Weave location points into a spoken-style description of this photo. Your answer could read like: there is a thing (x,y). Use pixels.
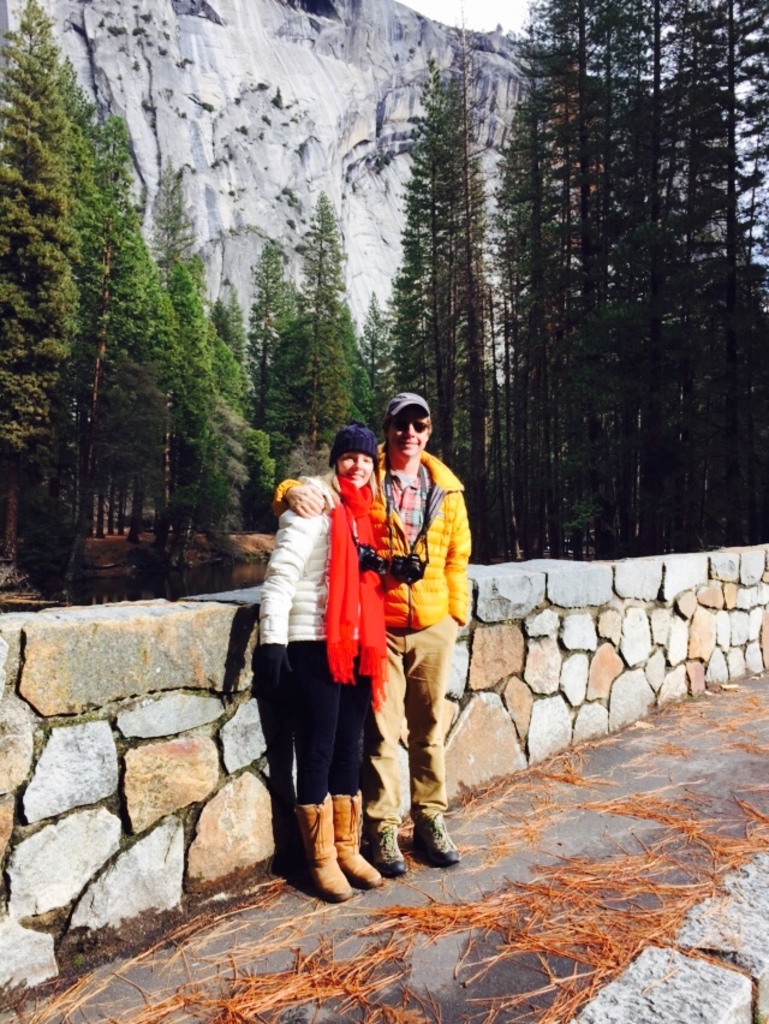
In this image we can see two persons (330,846) are standing on a platform (554,828). Here we can see wall (679,593), dried grass (541,913), trees (757,301), mountain (176,142), and sky (469,7).
